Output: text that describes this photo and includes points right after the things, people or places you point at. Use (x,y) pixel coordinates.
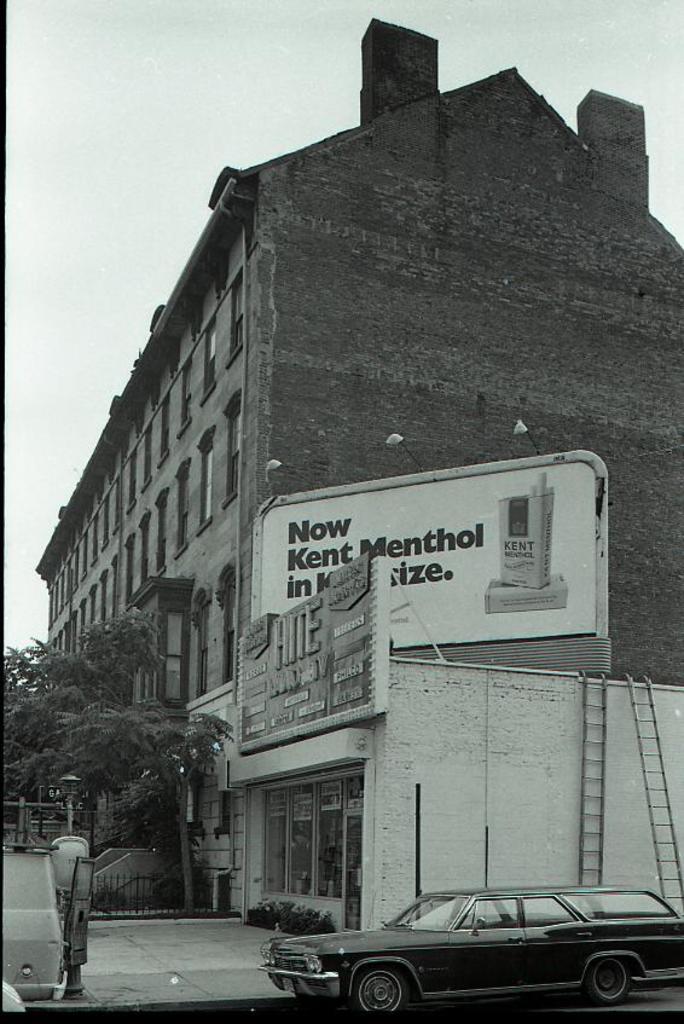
This is a black and white image. In the center of the image (338,442) we can see a building (433,413), windows (160,523), wall (621,312), trees (150,665), boards (411,588). At the bottom of the image (439,892) we can see a car (451,937), floor (245,950), plants (282,923), grilles (204,902), stairs (114,873), door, ladders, pipes (244,896), electric light pole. At the top of the image (148,106) we can see the sky (188,156).
